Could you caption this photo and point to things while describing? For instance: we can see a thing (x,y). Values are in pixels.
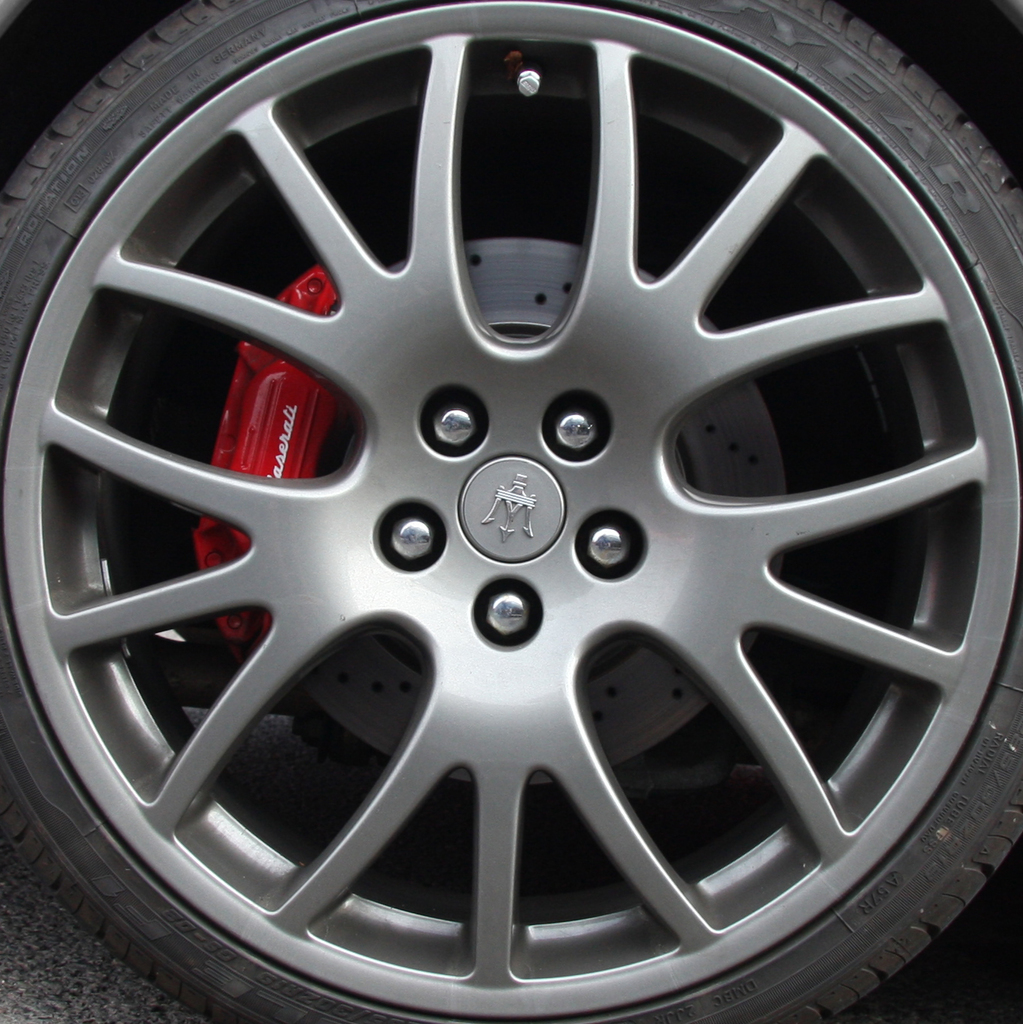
In this picture we can see a wheel (864,750) of a vehicle (843,763) on the ground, here we can see a brake pad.
